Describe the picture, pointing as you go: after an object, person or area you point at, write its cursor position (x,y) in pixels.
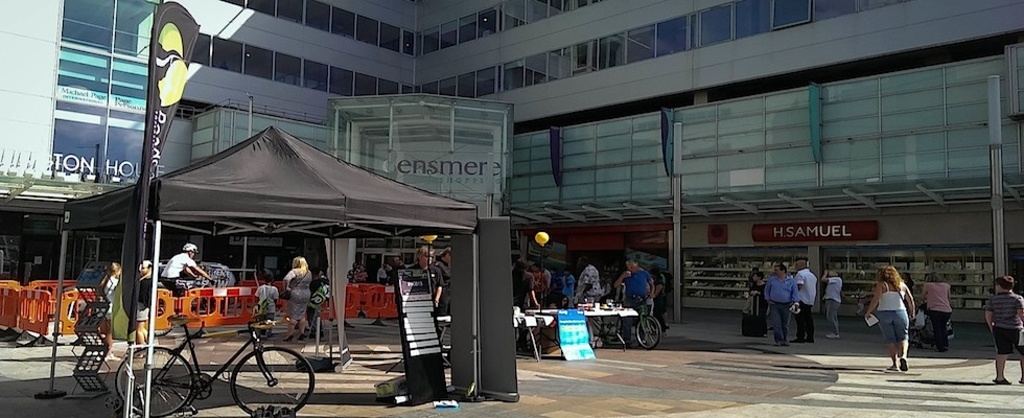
In this image in front there is a tent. There is a cycle (232,370). There are boards (435,326). There are tables (546,321). On top of it there are a few objects (588,301). There are people (828,292) walking on the road (850,362). In the background of the image (182,280) there is a person (178,265) cycling on the road (822,376). There are barricades (236,291). There are buildings (1008,180).
